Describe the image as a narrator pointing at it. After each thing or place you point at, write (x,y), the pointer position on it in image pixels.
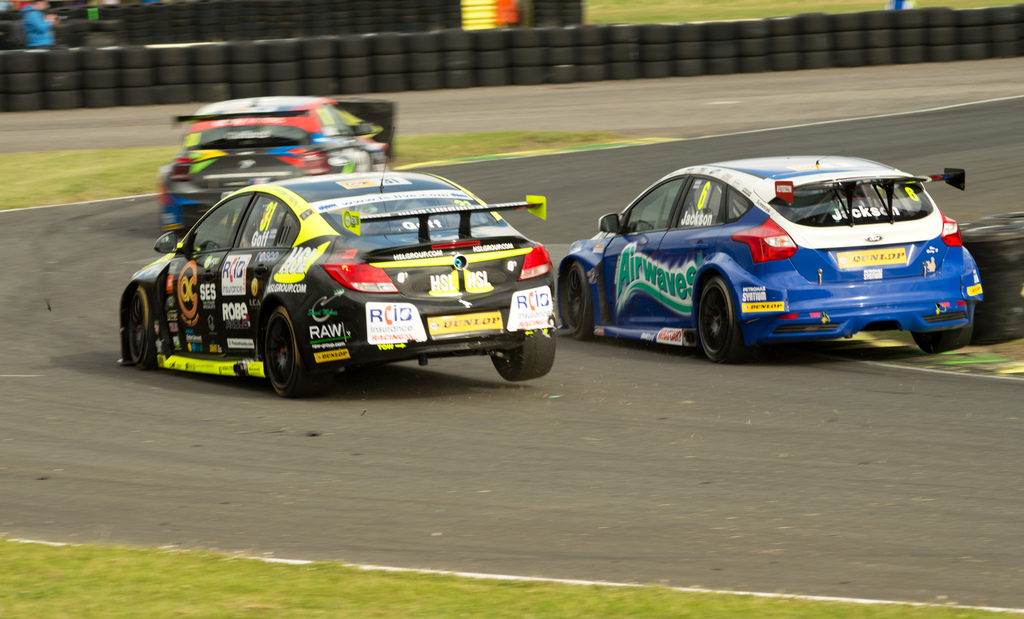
In this picture there are cars (295,331) on the road (317,431). At the back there is a person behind the tyres (54,78). There are tyres (533,80). At the bottom (714,601) there is grass (574,601) and there is a road (829,594).
